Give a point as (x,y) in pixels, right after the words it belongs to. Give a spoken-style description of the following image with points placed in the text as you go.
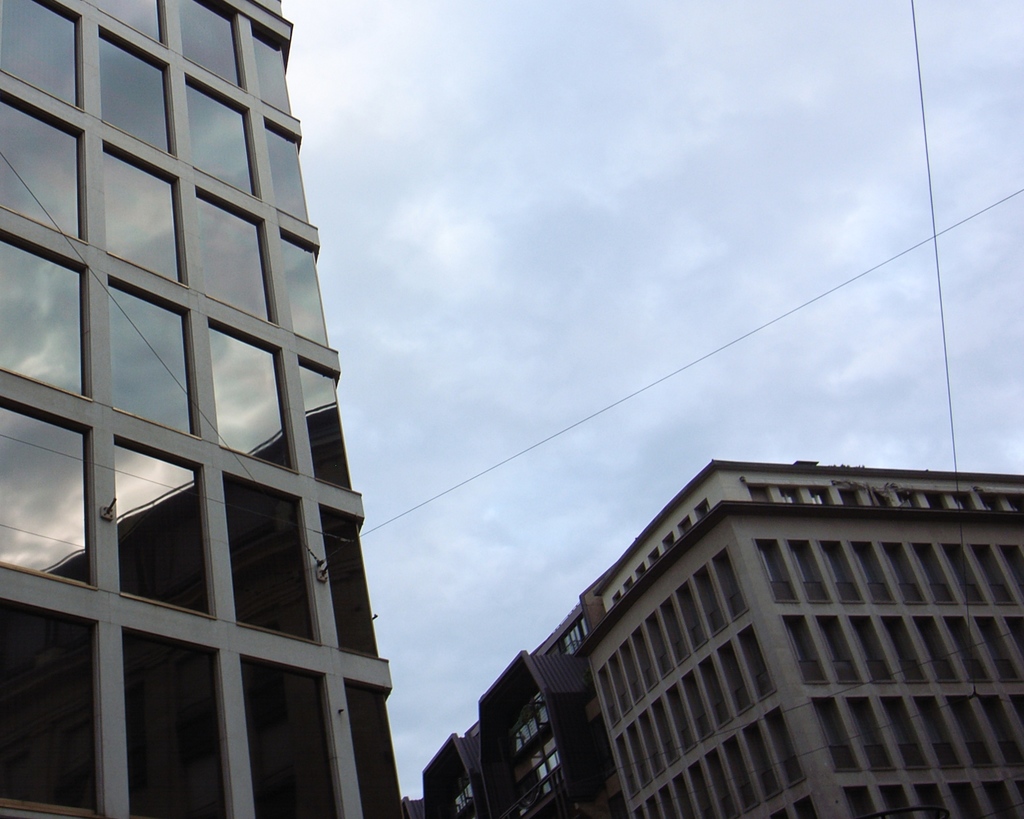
In this image we can see some buildings (705,533) with windows (674,611), wires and the sky (488,533) which looks cloudy.
